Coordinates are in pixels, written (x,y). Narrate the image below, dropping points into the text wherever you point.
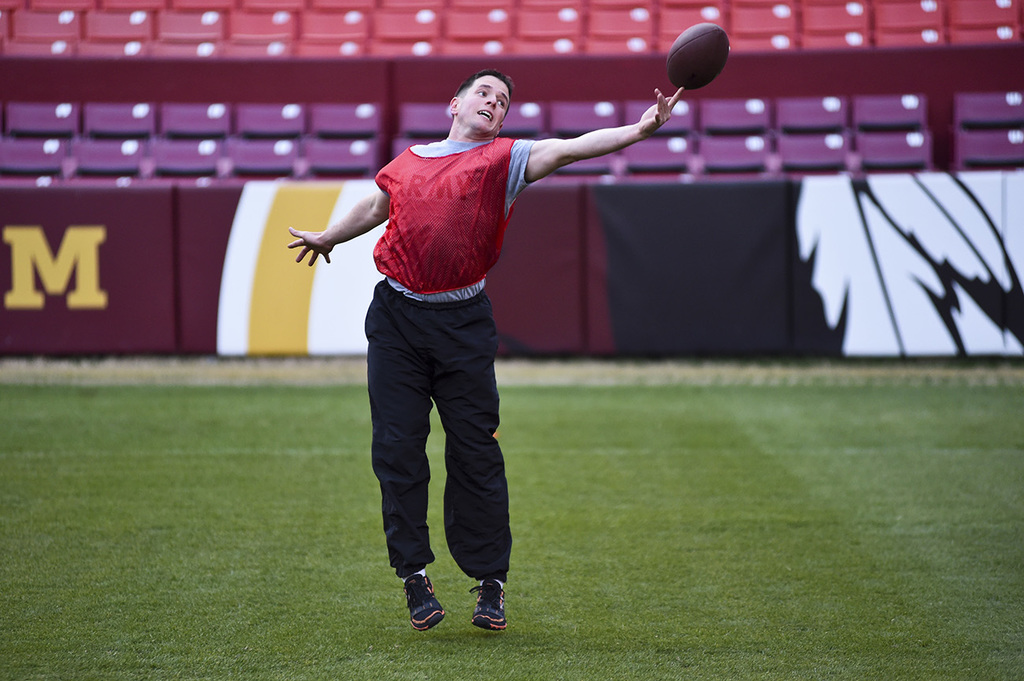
In this image in the foreground (424,563) there is one person (416,351), who is jumping and he is reaching for a ball (689,61). In the background (186,102) there are some boards (866,200) and chairs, at the bottom (273,599) there is grass (683,578).
